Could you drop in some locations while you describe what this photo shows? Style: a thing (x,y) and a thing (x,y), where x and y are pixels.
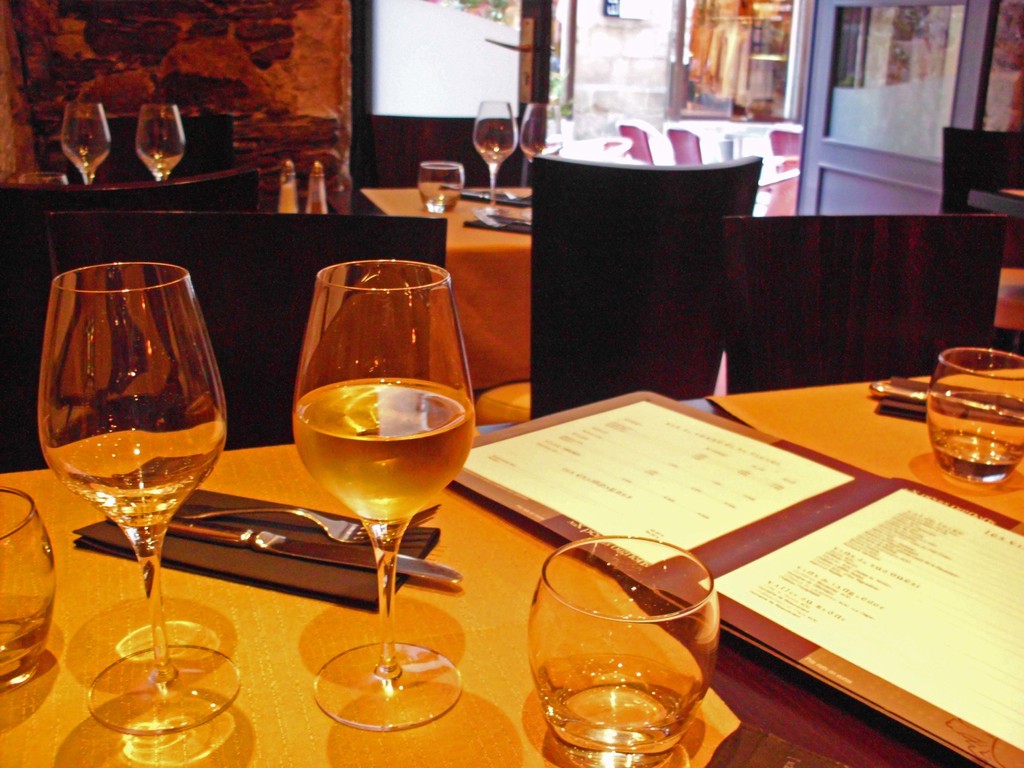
At the bottom of the image (426,596), we can see glass (102,685) with liquids (582,673), napkins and book (777,619) are on the surface (508,642). On napkin (274,574), we can see fork (328,532) and knife (347,563). In the background (517,340), we can see chairs (425,247), tables (467,236), glasses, wall (192,77), door (929,163), glass objects (537,128) and few things (913,387).
